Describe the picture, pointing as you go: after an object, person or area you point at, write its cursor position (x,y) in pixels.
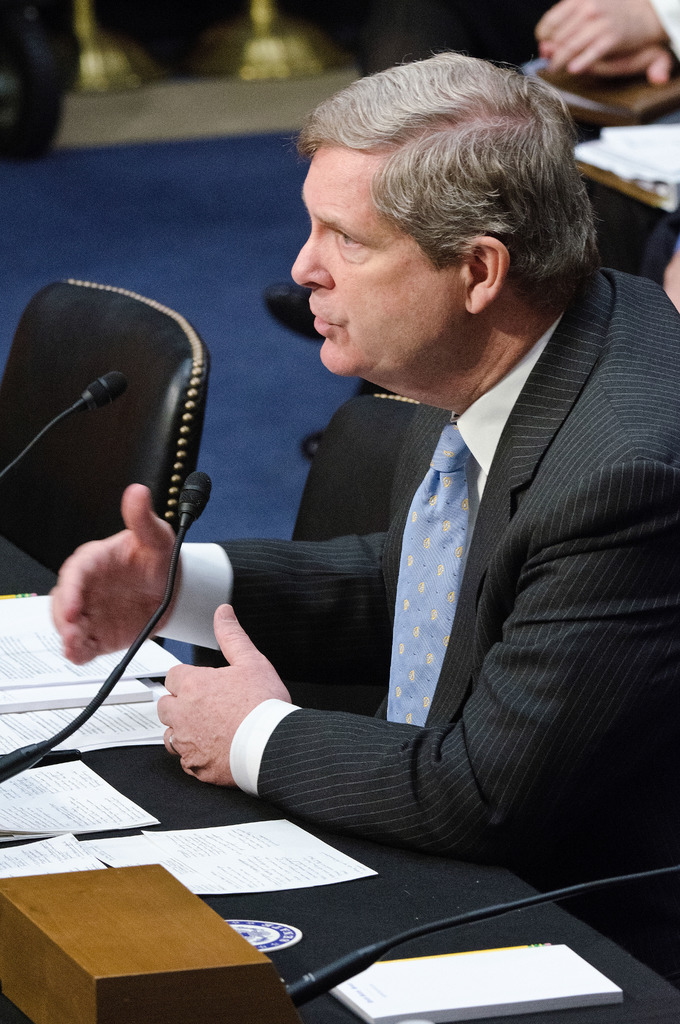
In this image a person (433,534) wearing suit (506,545) and tie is sitting on the chair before a table (405,929) having few papers (148,843) and mikes (291,989). Left side (63,503) there is a chair (95,475). Right side (661,239) there are few persons (665,247) sitting.
